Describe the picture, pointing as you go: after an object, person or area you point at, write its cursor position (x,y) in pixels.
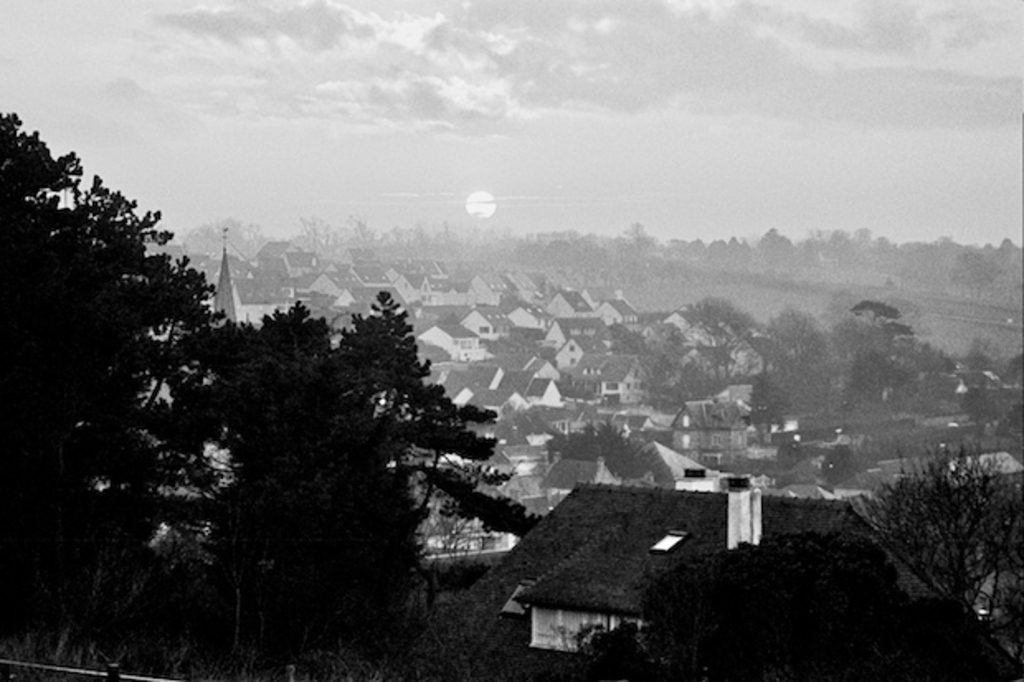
This is a black and white image. In this image, we can see trees (356,581), plants (324,633) and house (598,599). In the background (731,435), there are so many houses (711,436), trees (655,367) and cloudy sky (443,176).
